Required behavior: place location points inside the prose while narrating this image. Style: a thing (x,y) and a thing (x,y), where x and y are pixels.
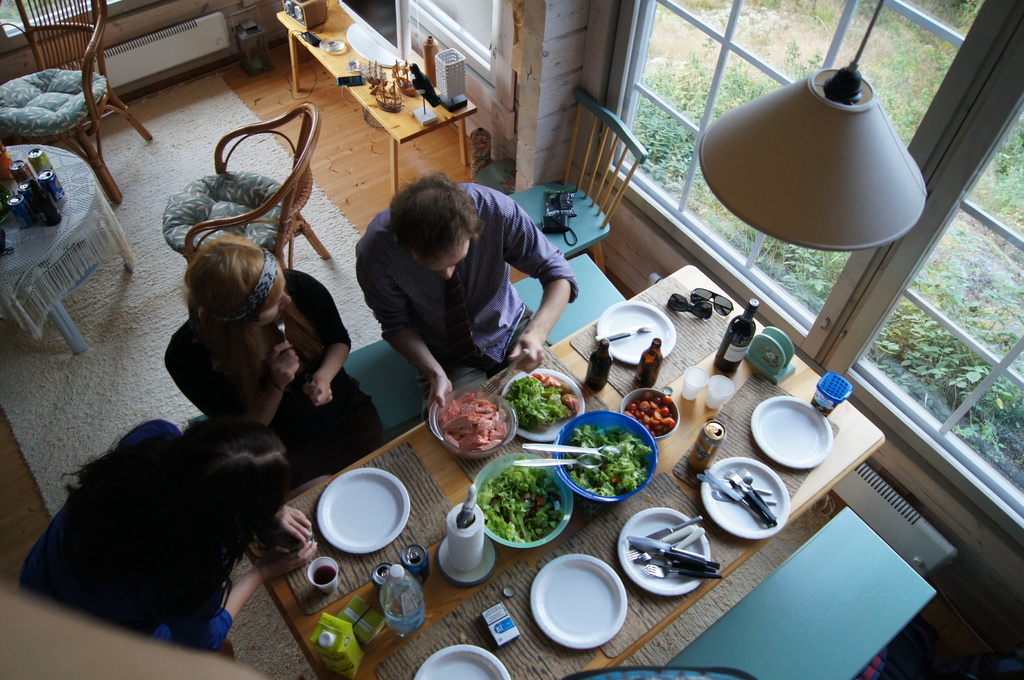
In this image I see 2 women (236,351) and a man (387,333) and there is a table (710,304) in front of them on which there are many things (665,517), I can also see the window (636,0), chairs (234,224), a table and the wall (173,10).
